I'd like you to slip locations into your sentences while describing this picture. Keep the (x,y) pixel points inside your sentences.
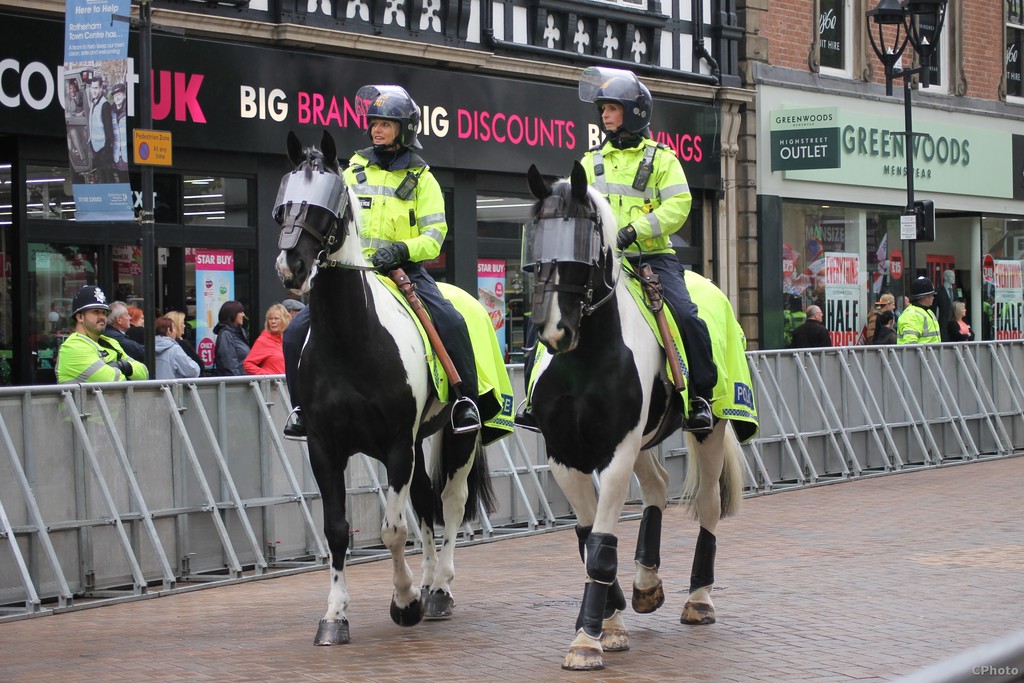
In this picture there are buildings (967,68) and there are boards (474,163) on the buildings (522,110) and there is text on the boards (490,95) and there are group of people (77,332) standing behind the railing (178,399) and there is a street light (889,33) and are posters (899,276) on the mirrors (926,268) and there is text (825,268) on the posters (825,267). At the bottom (196,616) there is a road (739,523) and there are two people (429,178) on the horses (727,347). At the bottom right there is text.
